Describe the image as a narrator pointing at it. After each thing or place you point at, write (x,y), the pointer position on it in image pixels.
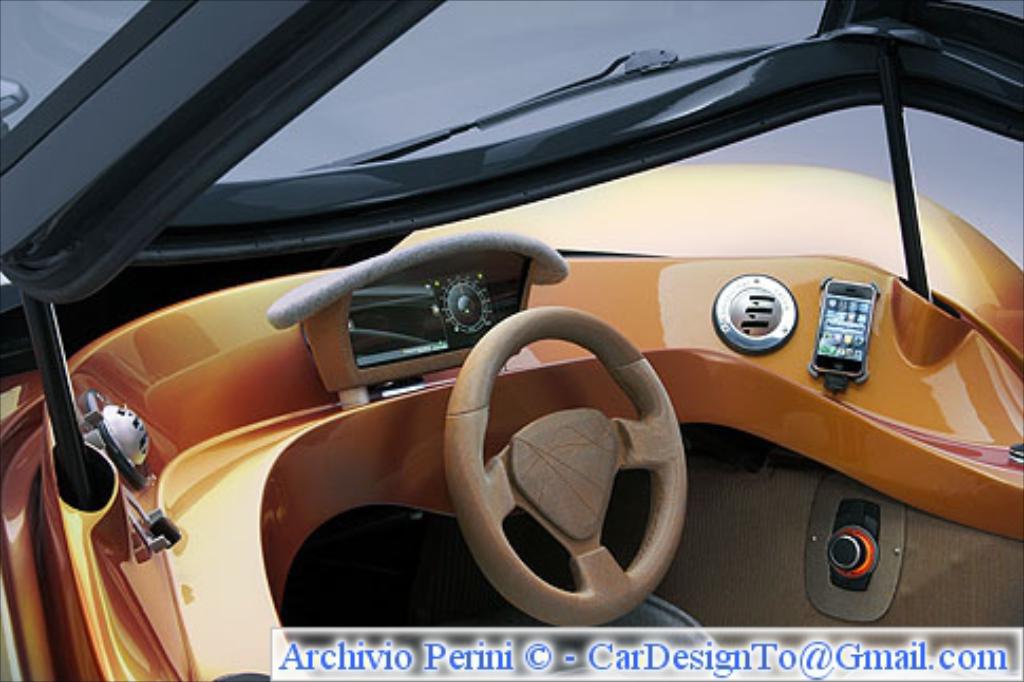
In this image this is a view from the car (468,337) as we can see there is a steering (543,424) in middle of this image (556,429) and there is some text (568,657) written in the bottom of this image (646,653).
